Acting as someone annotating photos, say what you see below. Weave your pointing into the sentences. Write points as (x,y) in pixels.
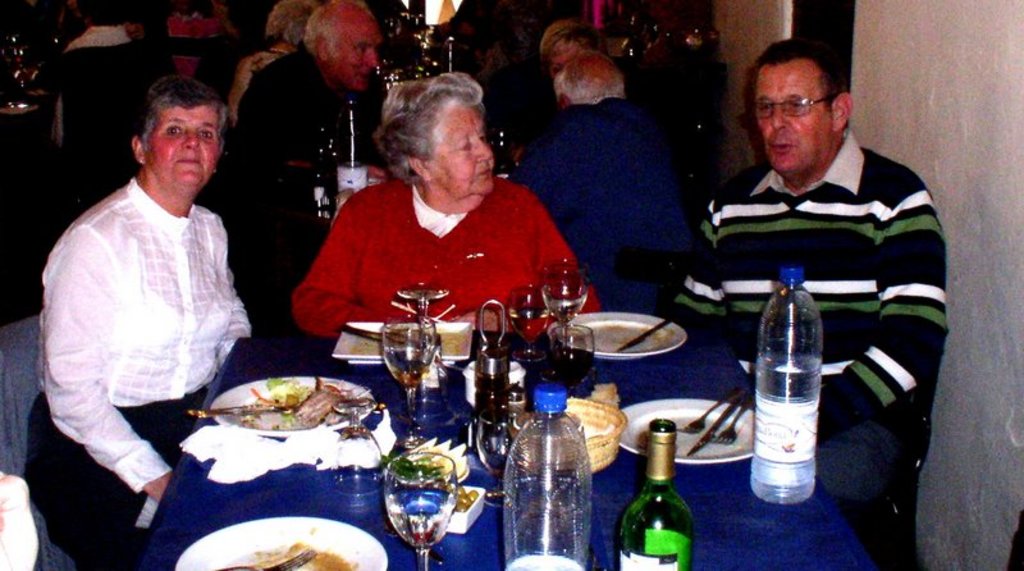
In this picture we can see one man (799,179) and two women (451,237) sitting on chair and in front of them there is table (725,492) and on table (741,496) we can see bottle (812,363), glass (445,486), plate (270,538) with some food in it, fork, knife (742,398) and in background (285,75) we can see some more persons (346,74).
